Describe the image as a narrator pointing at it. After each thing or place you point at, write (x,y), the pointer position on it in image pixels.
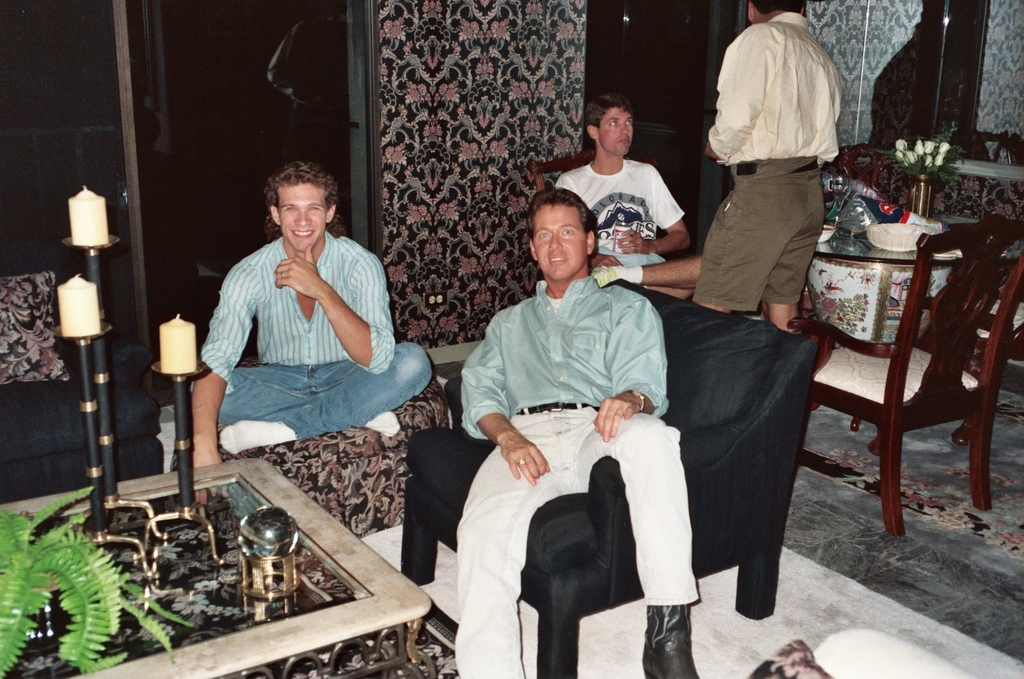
In this picture we can see four men (612,344) where three are sitting on chairs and one is standing and beside to him there is table (874,259) and on table (889,270) we can see flower vase (917,199), covers (870,203) and candles (101,241), stand (189,480), ball (291,545) and in background (157,175) we can see wall (441,108) with glasses (596,78) here in front (333,245) two men (338,289) are smiling.
